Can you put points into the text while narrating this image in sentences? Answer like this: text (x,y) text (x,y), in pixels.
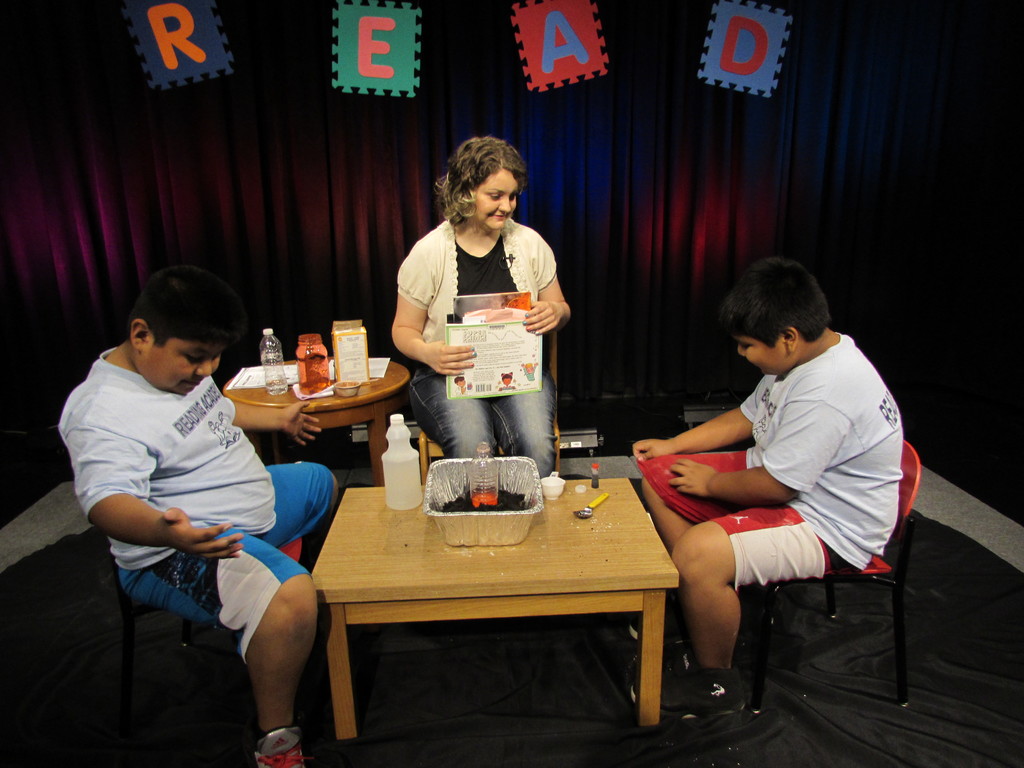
In this picture we can see three people (286,494) are seated on the chair (298,537), in front of them we can find bottles (419,473) and some other tools (554,491) on the table (489,547), in the middle of the image (411,335) a woman (546,378) is holding a book (501,333) in her hand (474,365), in the background (563,344) we can see curtains (739,234).
